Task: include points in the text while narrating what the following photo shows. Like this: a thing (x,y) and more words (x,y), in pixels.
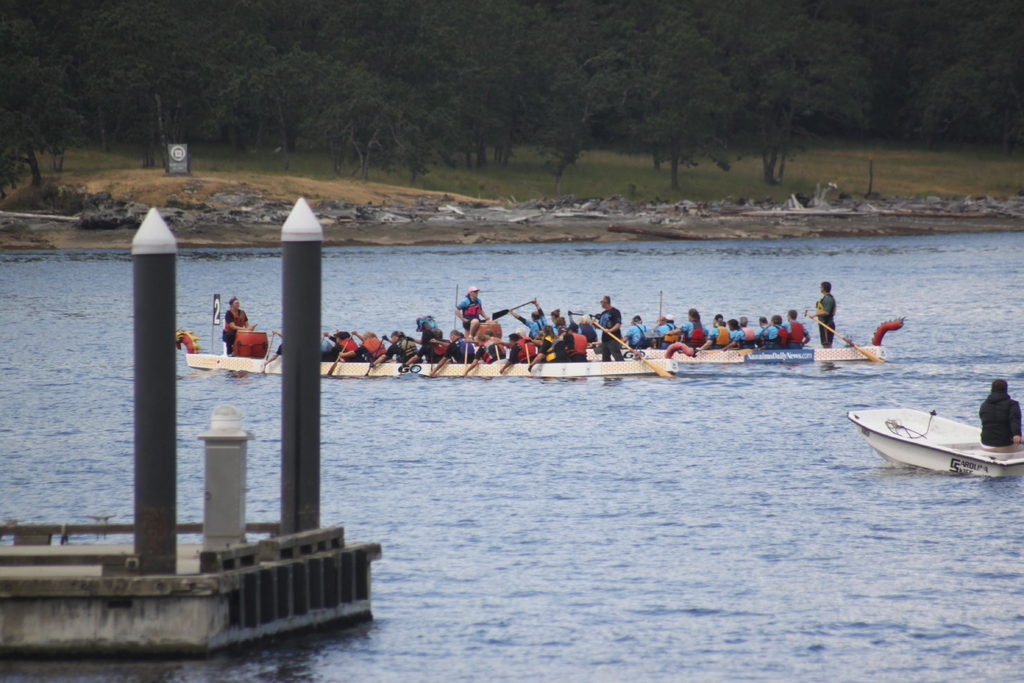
At the bottom of the image (381,527) there is water (267,493). On the left side of the image (205,602) there are walls (263,573), railings (281,547) and poles (310,311). There are two boats (894,323) on the water (595,303). In those boats (717,358) there are few people (462,312) sitting and holding paddles (575,313) in their hands (594,343). And they are sailing boats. On the right side of the image (946,443) there is a boat (939,430) with a person (991,418) in it. Behind the water (483,426), on the ground (368,198) there is grass (903,173). In the background (251,50) there are trees (491,91).
